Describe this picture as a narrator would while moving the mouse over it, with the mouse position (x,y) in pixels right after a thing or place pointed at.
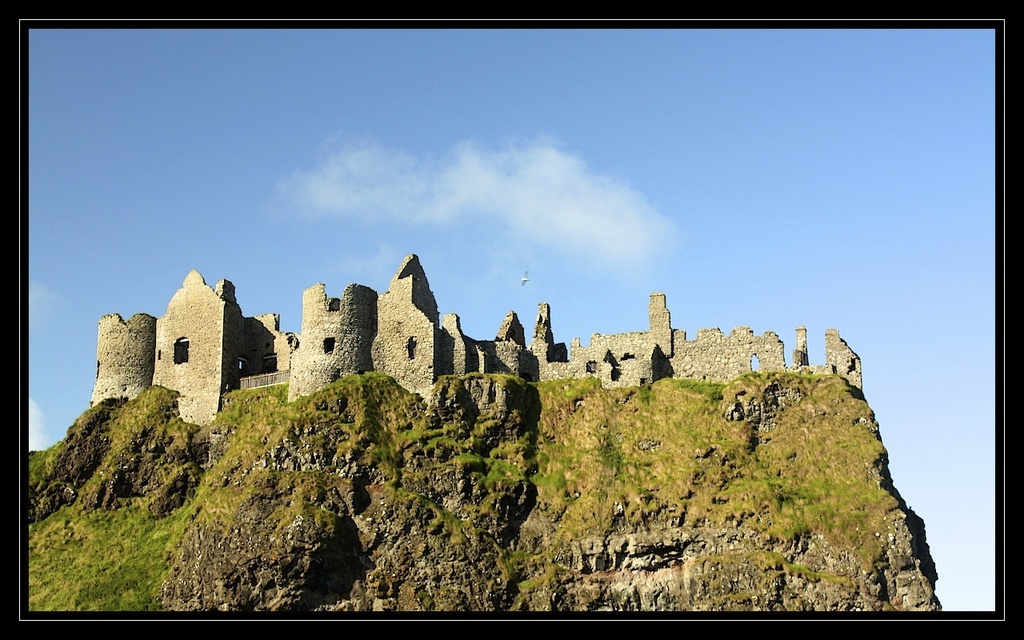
In the background (719,170) we can see a clear blue sky (492,125). Here we can see a castle (496,339). It seems like a bird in the air (468,295).
